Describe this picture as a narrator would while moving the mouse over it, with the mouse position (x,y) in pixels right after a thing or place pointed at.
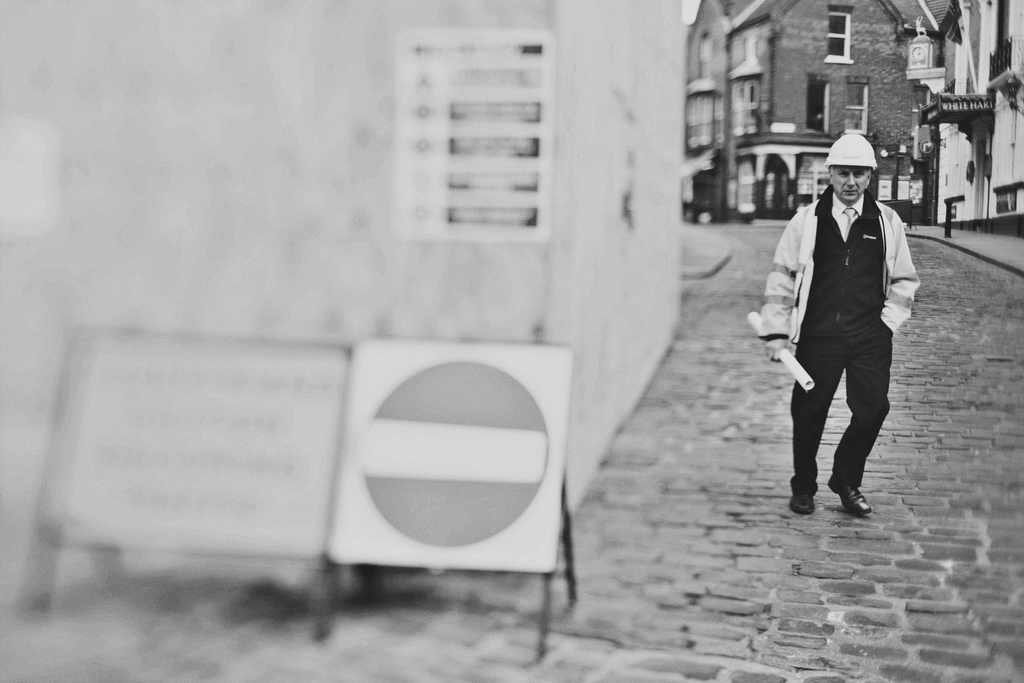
This is a black and white image. I can see the man (847,360) holding a paper (754,323) and walking. This is the road (930,470). These are the buildings (854,108) with the windows (744,82). I can see the boards (412,389). This looks like a poster (458,132), which is attached to the wall (591,109).
